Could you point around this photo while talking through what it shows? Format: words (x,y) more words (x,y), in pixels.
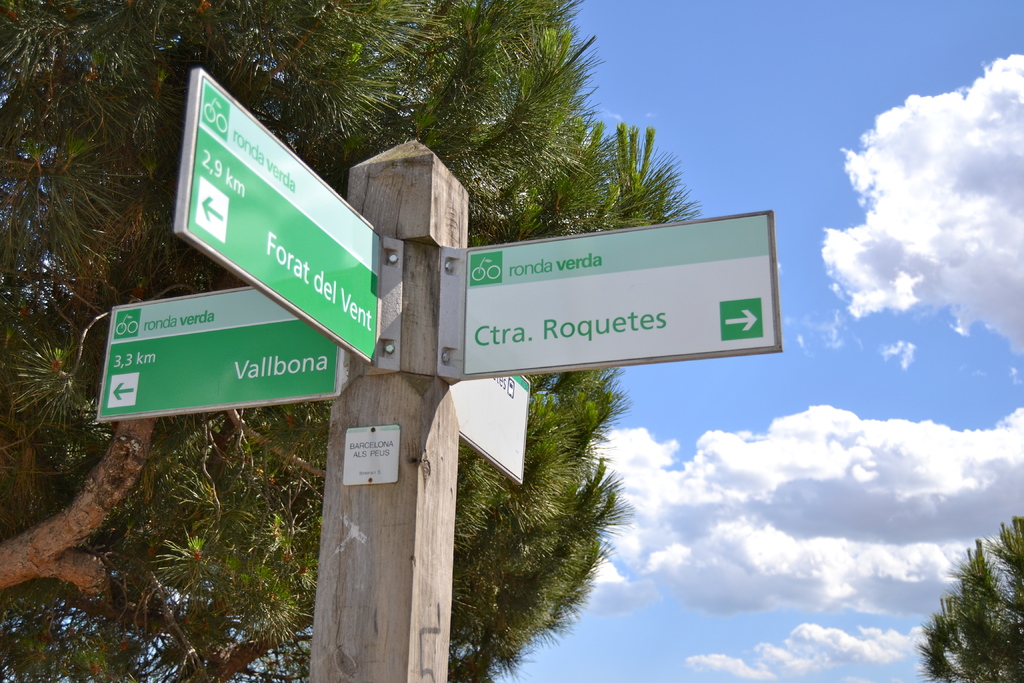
In this image I can see four boards (496,441) attached to the wooden pole (431,480) and the boards (324,220) are in white and green color. Background (552,97) I can see trees (567,96) in green color and sky (778,78) in blue and white color.
